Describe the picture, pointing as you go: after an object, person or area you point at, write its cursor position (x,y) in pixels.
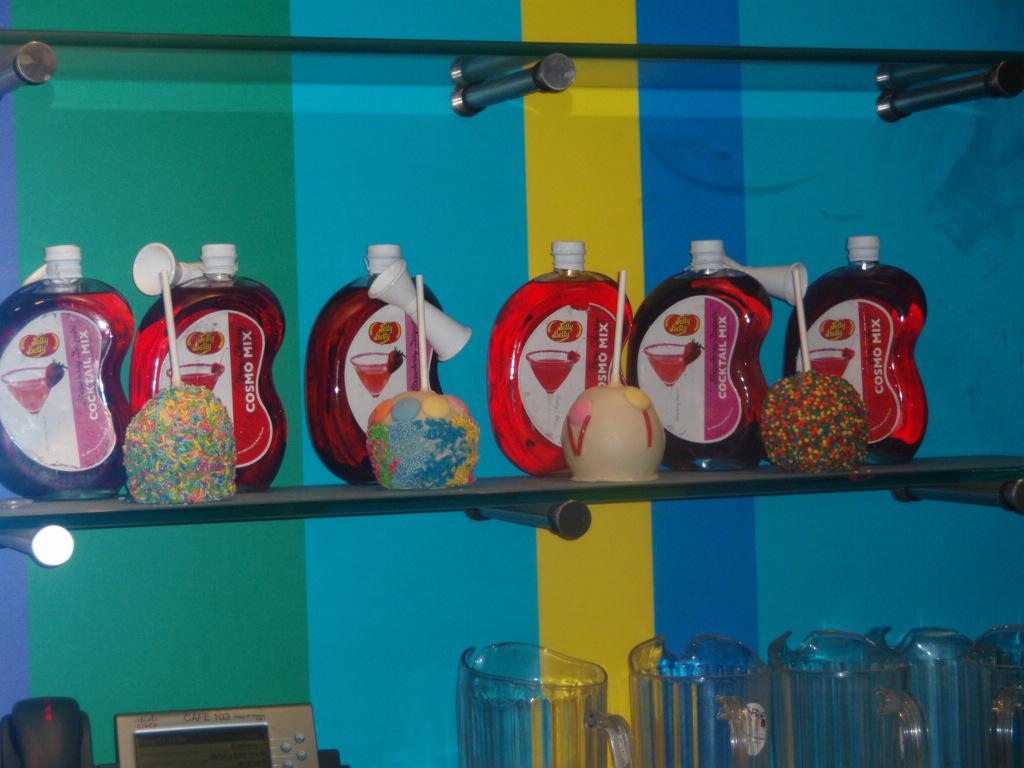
In this picture we can see different bottles (625,304) and lollipops (842,441) in a rack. Here we can see glass jars (497,708) and a digital machine (231,745). On the background (436,570) there is a wall (395,611).
